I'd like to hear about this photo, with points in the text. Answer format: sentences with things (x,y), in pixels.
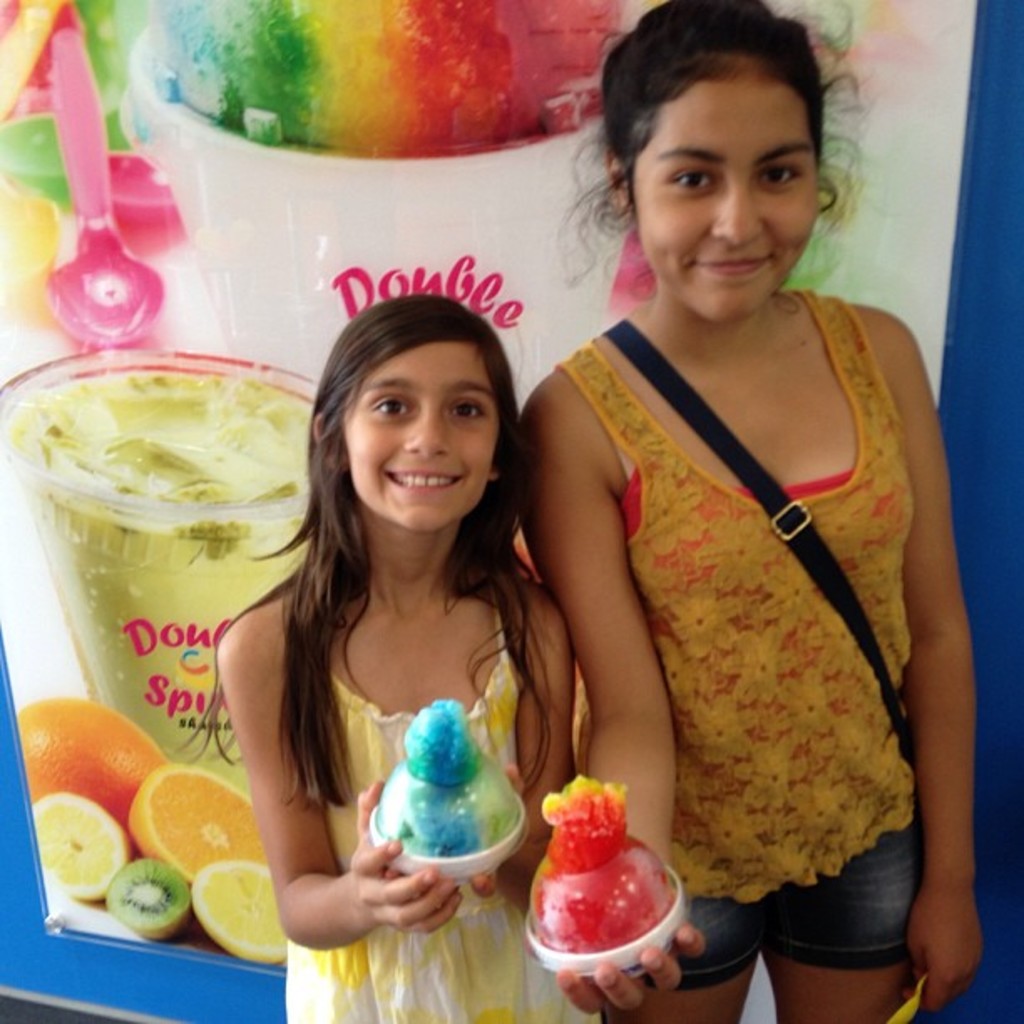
In this picture we can see two girls (244,673), they are smiling, they are holding some objects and in the background (200,624) we can see a poster (171,496).
